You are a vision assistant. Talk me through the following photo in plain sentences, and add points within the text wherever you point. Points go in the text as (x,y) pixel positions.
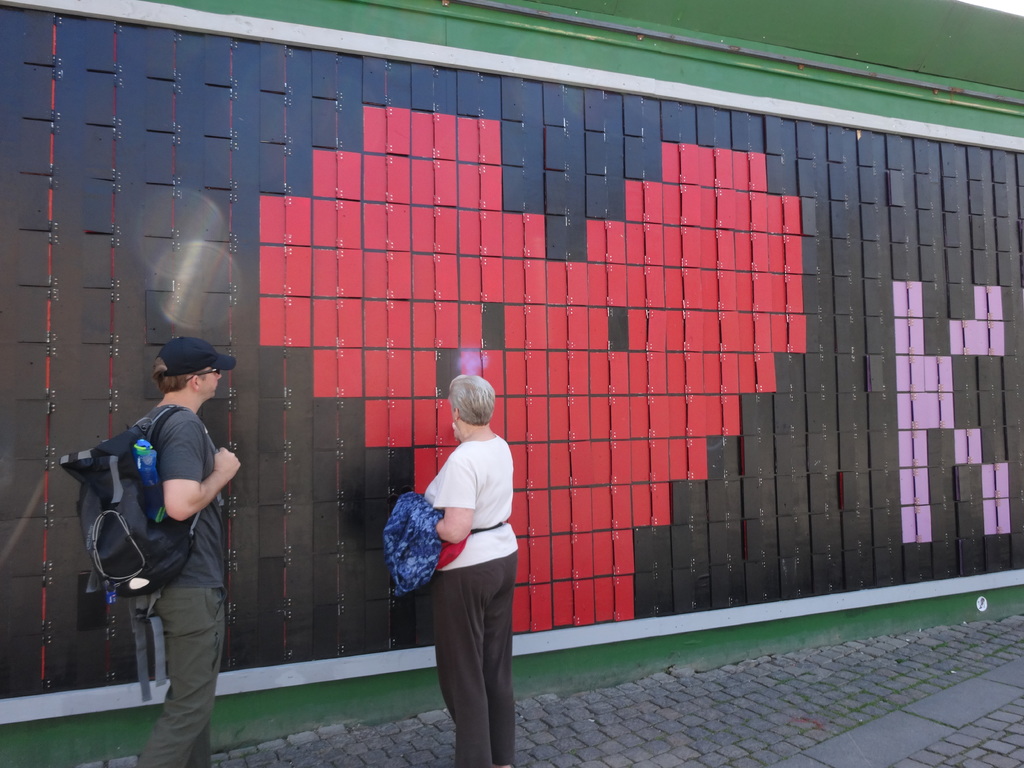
In this image I can see two people (213,618) standing and wearing the different color dresses (176,597). I can see one person (202,578) wearing the bag (145,507) and cap (217,357) and another person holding the blue color cloth (397,545). In the front (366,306) I can see the board (470,166) the wall (665,52).
